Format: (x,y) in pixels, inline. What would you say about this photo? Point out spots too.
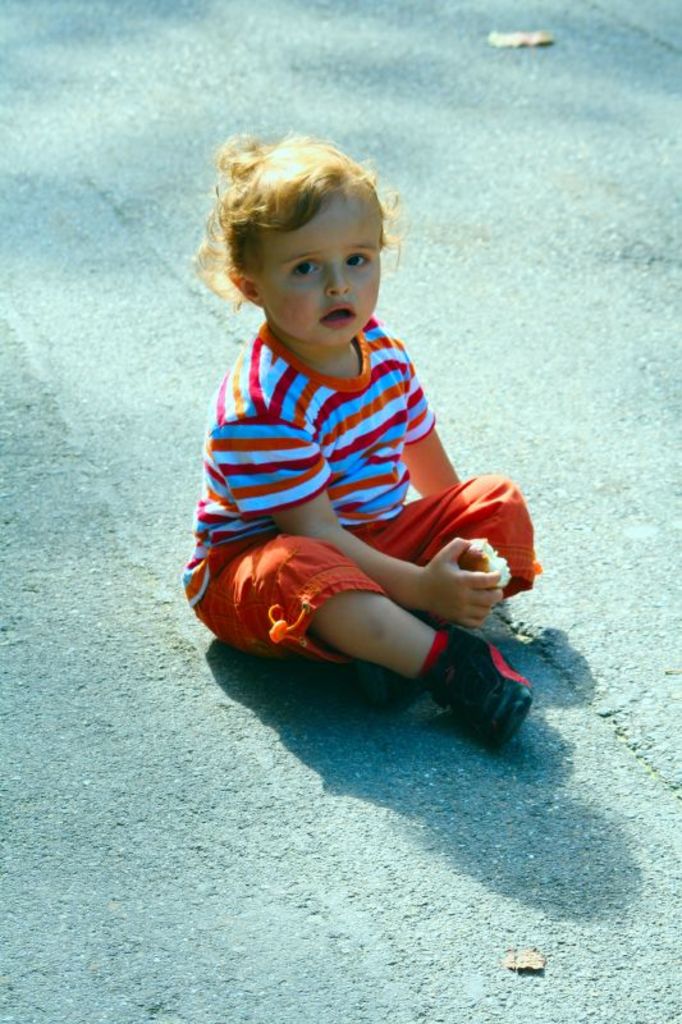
In this image we can see a boy (310,532) is sitting on the road (158,705). He is wearing a T-shirt (347,510), shorts (308,590), shoes (462,660) and holding food item (487,561) in his hand (456,561).
